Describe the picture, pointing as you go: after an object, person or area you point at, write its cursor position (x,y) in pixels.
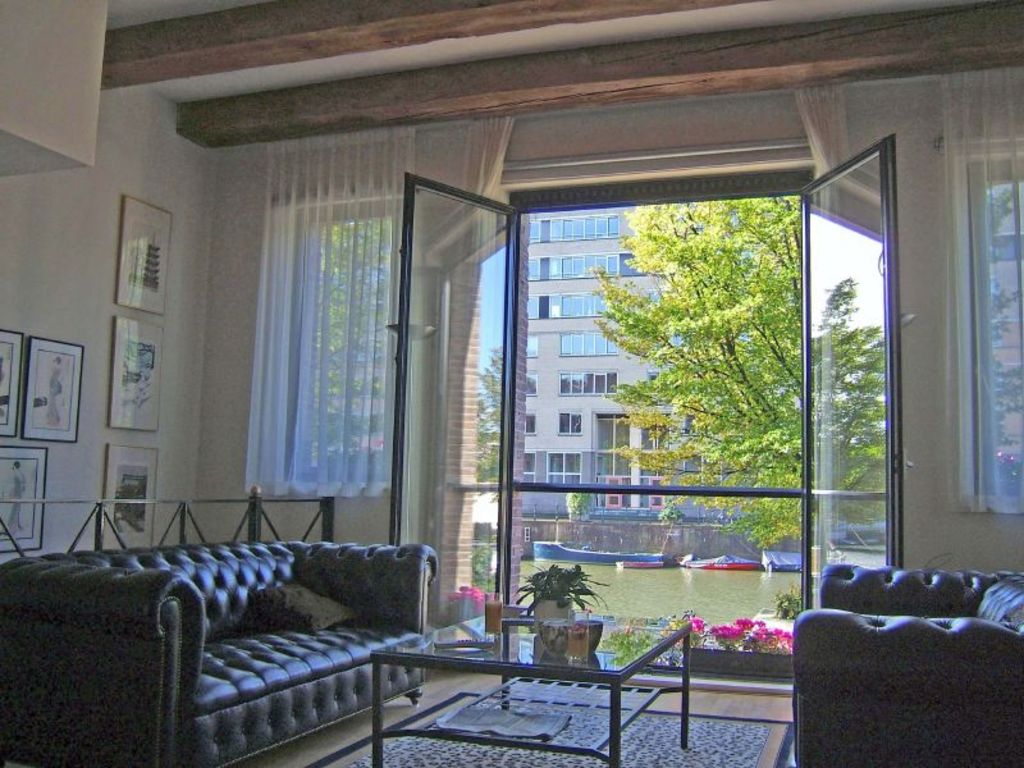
We can see sofa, table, wall (50,238), frames (124,399). On the background (540,371) we can see building (582,244), trees (647,386). This is water (678,582). This is curtain (1015,360). This is door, This is floor (700,711).
